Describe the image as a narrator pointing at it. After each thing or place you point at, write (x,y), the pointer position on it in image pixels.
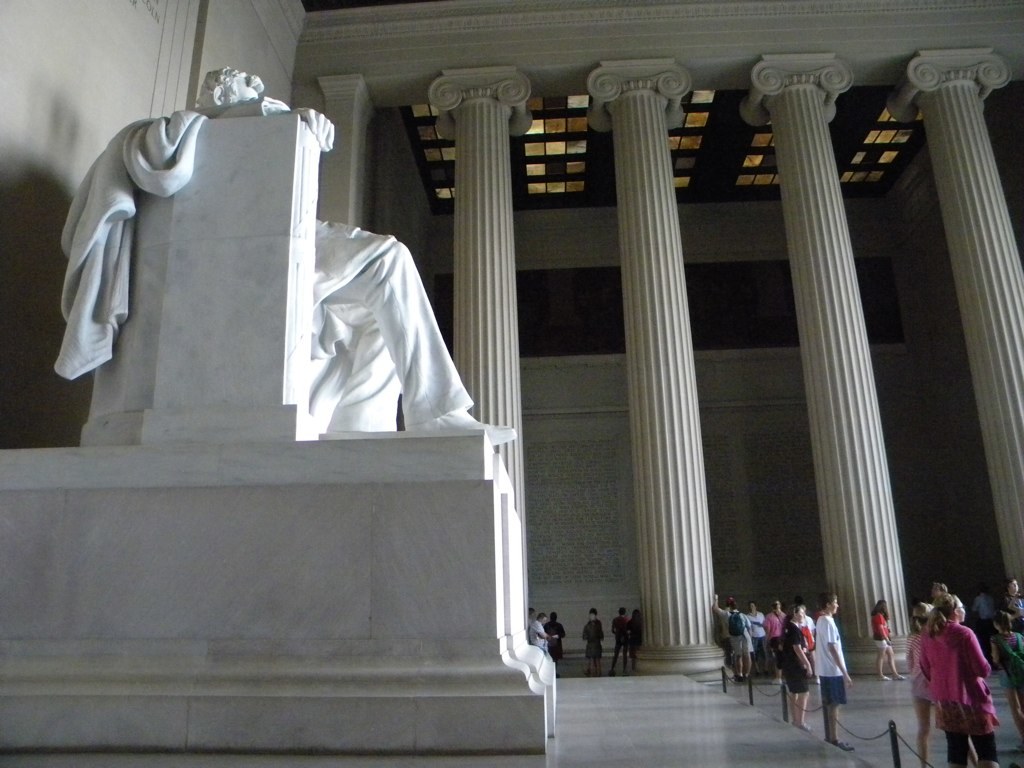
In this image I can see few persons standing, in front (242,341) I can see a statue (96,280) in white color. Background (605,463) I can see few pillars (864,328) and the wall (565,453) in white color.
